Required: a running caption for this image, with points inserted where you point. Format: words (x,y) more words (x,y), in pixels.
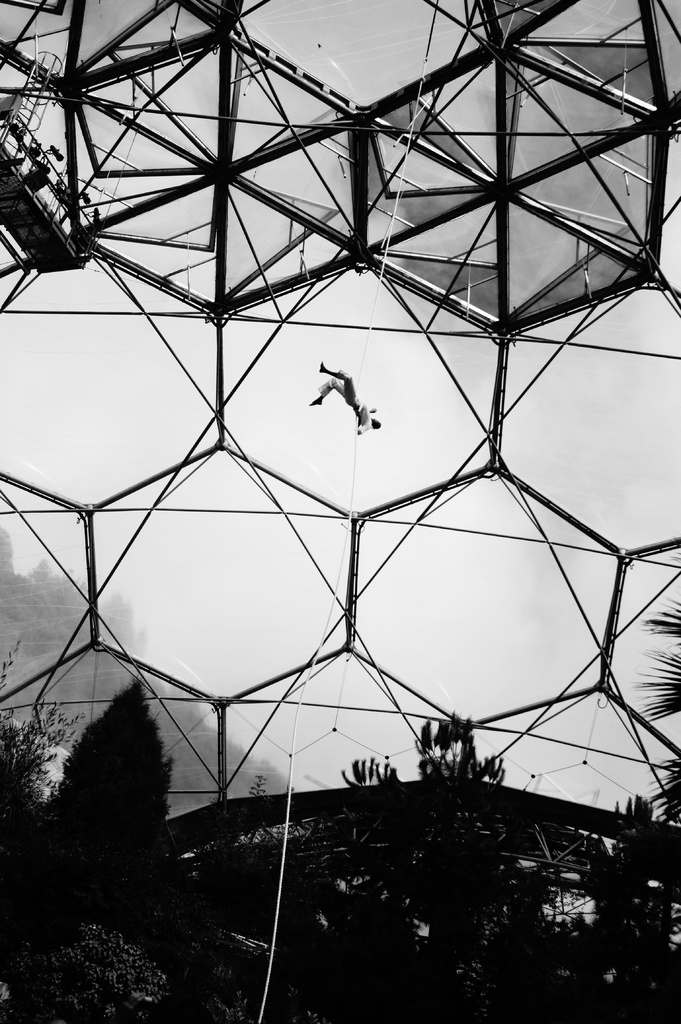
In this picture we can see person (359,406) in the air (344,413) with the help of rope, down we can see some trees (50,802) and top we can see grills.
